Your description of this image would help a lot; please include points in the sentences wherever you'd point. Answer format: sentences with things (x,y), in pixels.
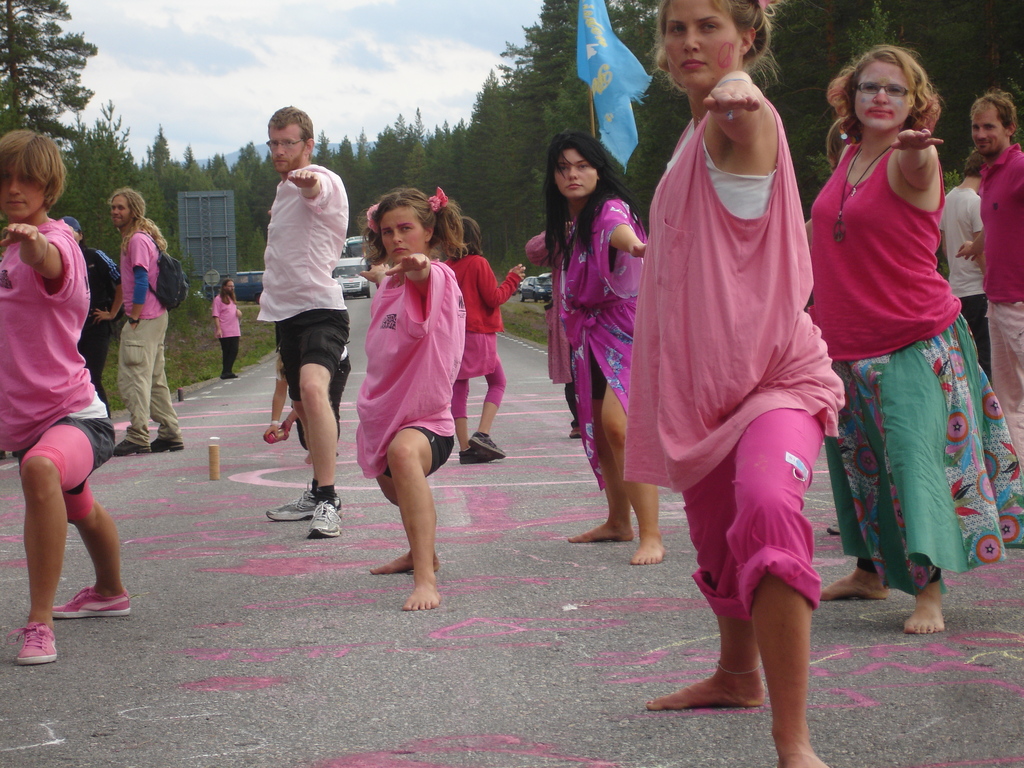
In this image, we can see a group of people (628,516) are standing on the road (416,691). Left side of the image (152,281), a person (154,294) is wearing a backpack (174,287). Background (264,232) we can see so many trees (943,156), vehicles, board (233,206), flag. Top of the image (259,90), there is a sky (330,71).
